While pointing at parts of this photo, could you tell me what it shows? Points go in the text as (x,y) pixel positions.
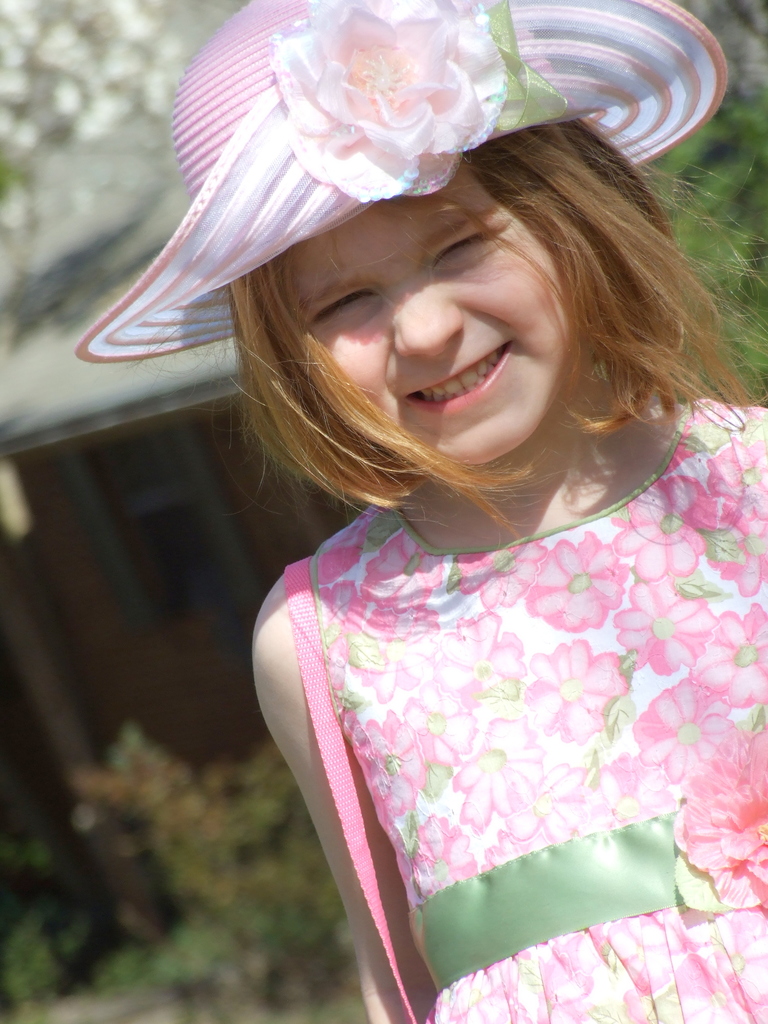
In this image we can see a girl (633,468) standing wearing a hat (357,177). On the backside (234,883) we can see a house (176,412) with a roof (183,364), some plants (213,829) and a tree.
